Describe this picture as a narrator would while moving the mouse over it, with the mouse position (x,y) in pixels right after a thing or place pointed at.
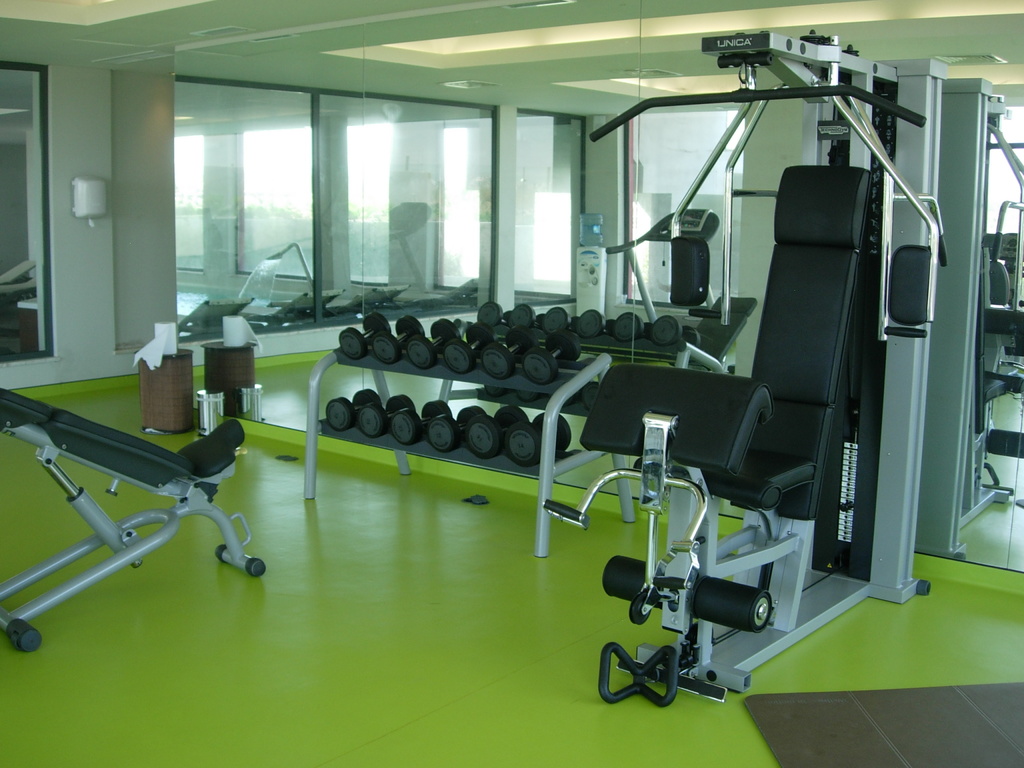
In this image I can see few gym equipment (611,391) and I can see number of dumbbells (512,333). I can also see tissue rolls (165,329) over here and I can see colour of floor (415,622) is green.
